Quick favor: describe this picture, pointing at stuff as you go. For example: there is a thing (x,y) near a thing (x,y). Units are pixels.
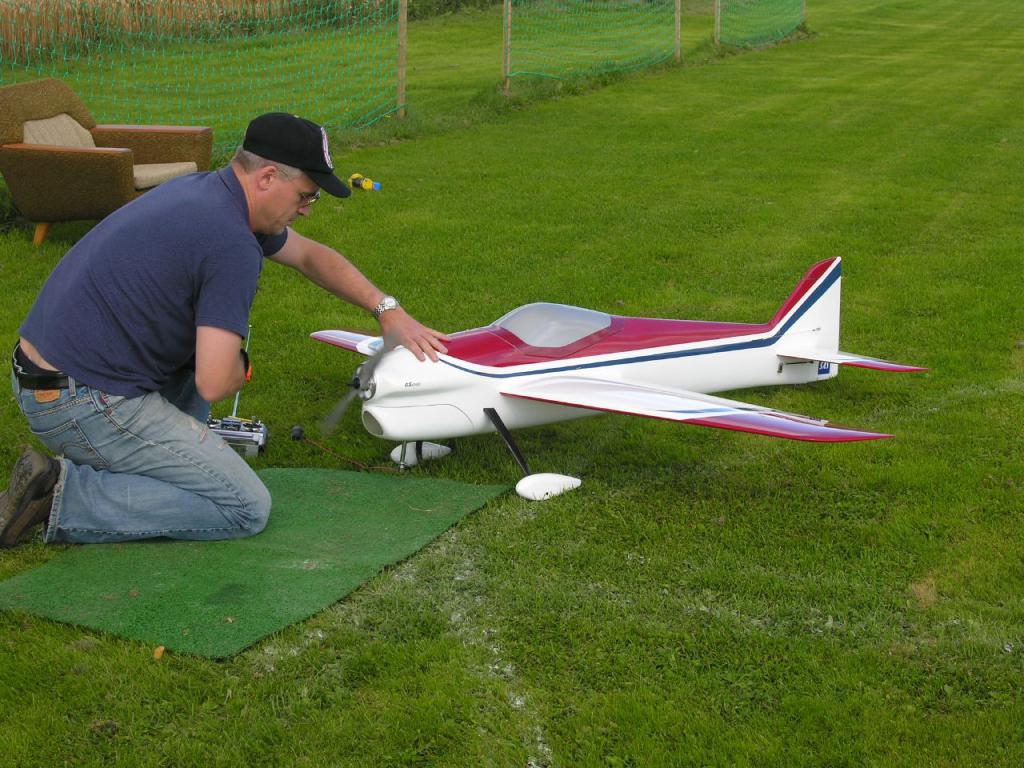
In this image there is a remote controller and an airplane (574,356) on the grass (577,518), a person (181,192) sitting on his knees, wire fence (348,50), chair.
